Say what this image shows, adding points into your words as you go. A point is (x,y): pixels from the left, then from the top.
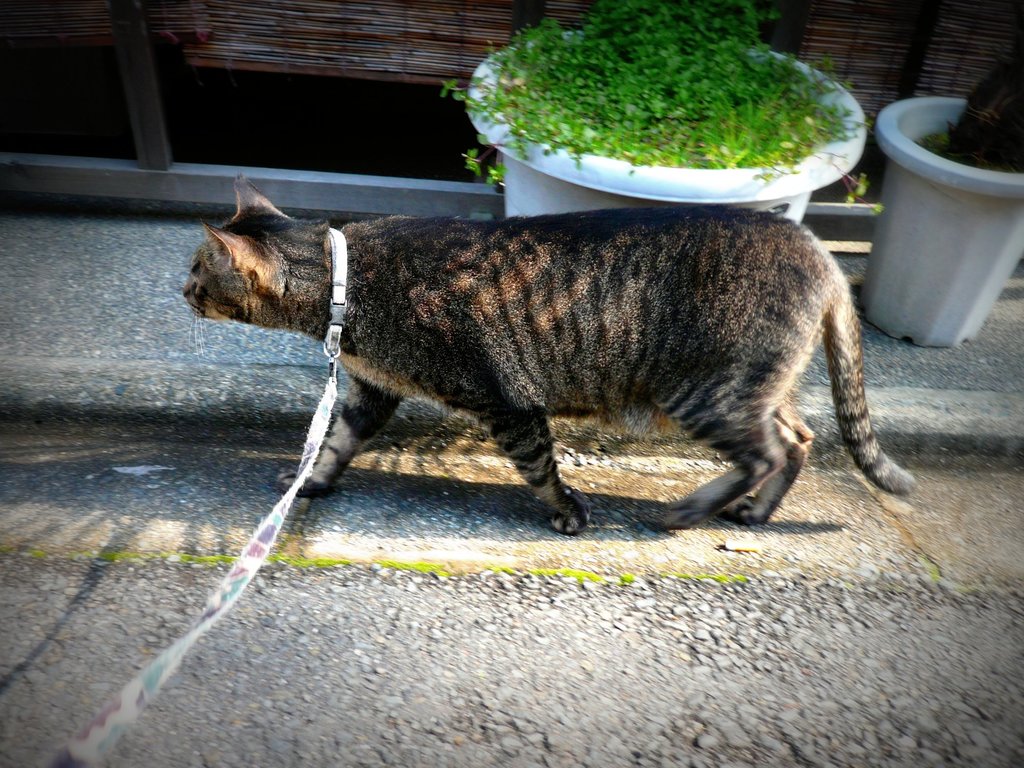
In this picture, we see a black cat (450,291) is walking and we see a white color belt (339,286) around its neck (356,236). Beside the cat (445,230), we see flower pots (908,204) and behind that, we see a wooden fence (343,73). At the bottom of the picture (537,719), we see a concrete road (537,719).
